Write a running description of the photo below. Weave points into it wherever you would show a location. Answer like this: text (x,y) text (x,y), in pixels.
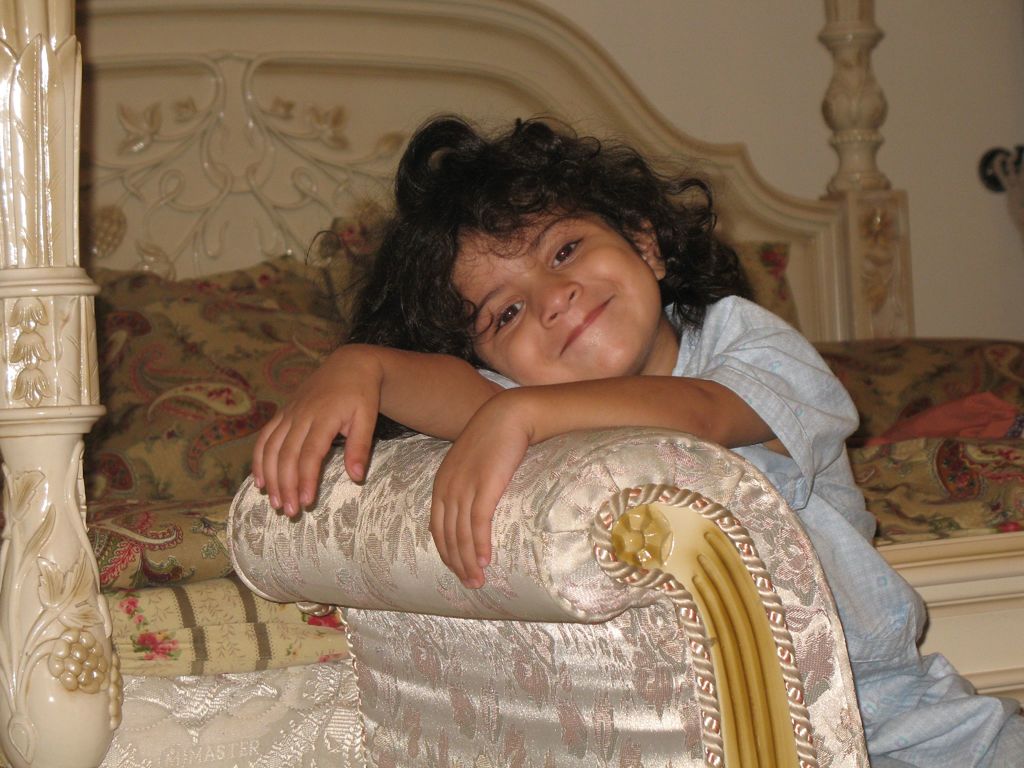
In this picture we can see a bed (894,435) on which there is a blanket (967,454) and a pillow (184,412). Here in front of the picture we can see a kid (833,423) sitting and laying hands (475,441) on the sofa (531,474) and giving a smile to the camera.
